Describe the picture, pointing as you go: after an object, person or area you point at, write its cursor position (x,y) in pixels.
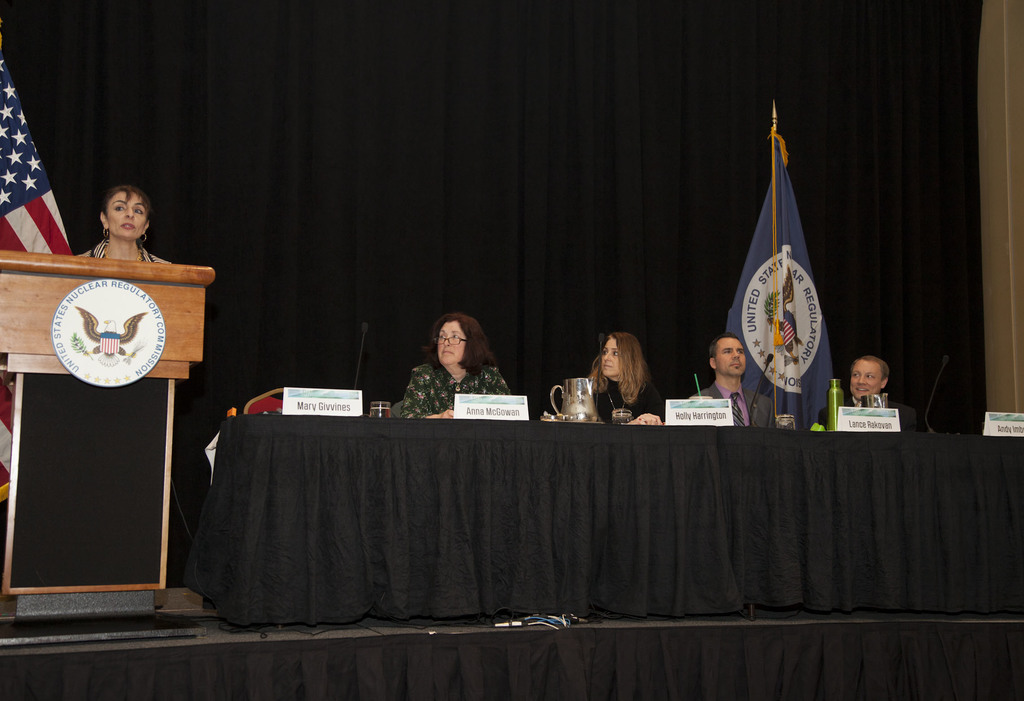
In this image we can see a woman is standing on the stage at the podium (146,288) and there is a round board (115,341) on the podium (151,397) and we can see few persons (461,387) are sitting at the table (450,498) and there are microphones (361,356), small boards (481,407), bottle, glass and jug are on the table (597,603). In the background (436,112) there are flags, curtain (692,135) and wall (1017,339).
